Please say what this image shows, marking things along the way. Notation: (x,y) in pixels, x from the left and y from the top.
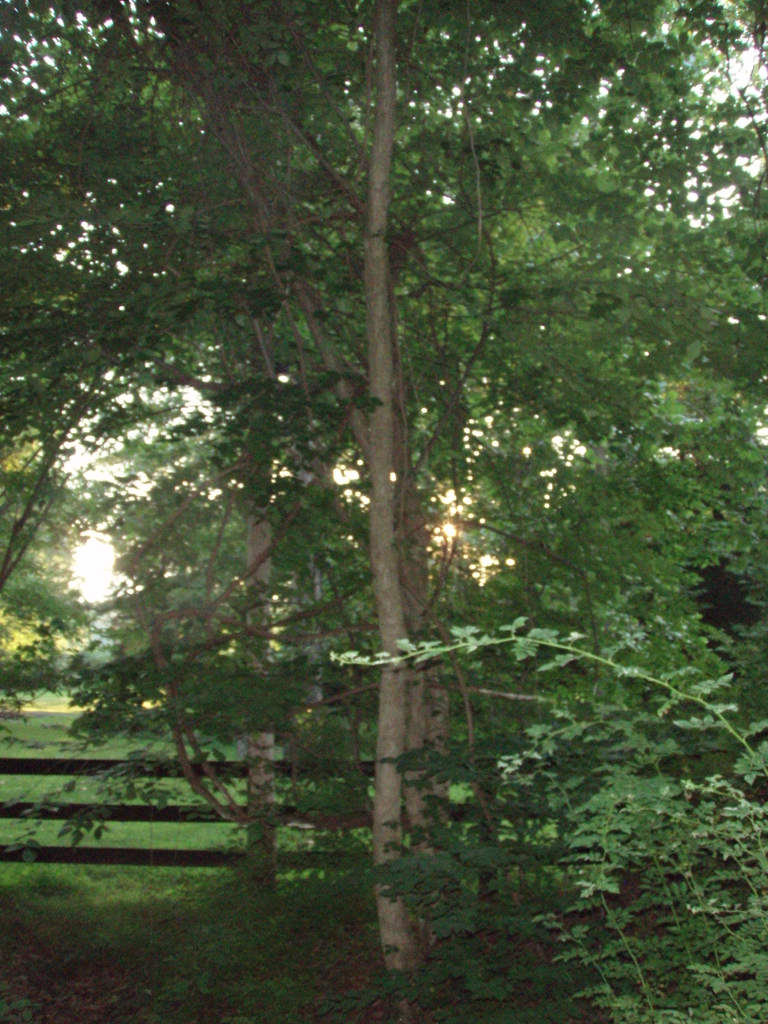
In this image there are trees (427,514) and there is a wooden fence (202,817) on the surface (196,884) of the grass (196,884).
